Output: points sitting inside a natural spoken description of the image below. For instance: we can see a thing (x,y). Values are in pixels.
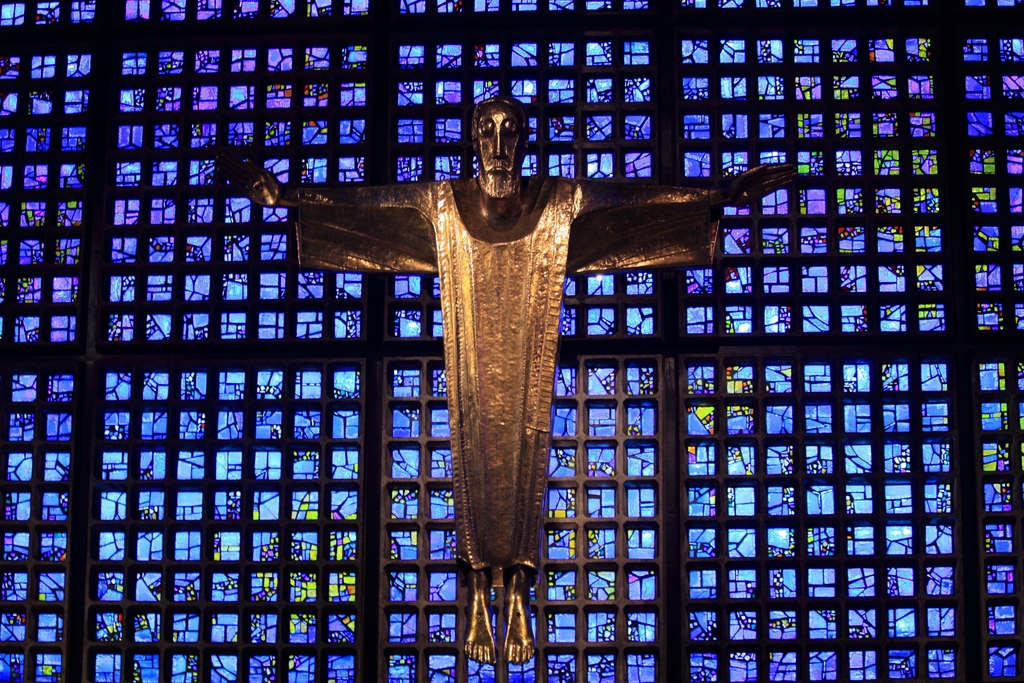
In this image we can see a statue of a man (461,293) which is in gold color and in the background of the image (807,100) there is sheet (308,180) which is of blue and black color.
